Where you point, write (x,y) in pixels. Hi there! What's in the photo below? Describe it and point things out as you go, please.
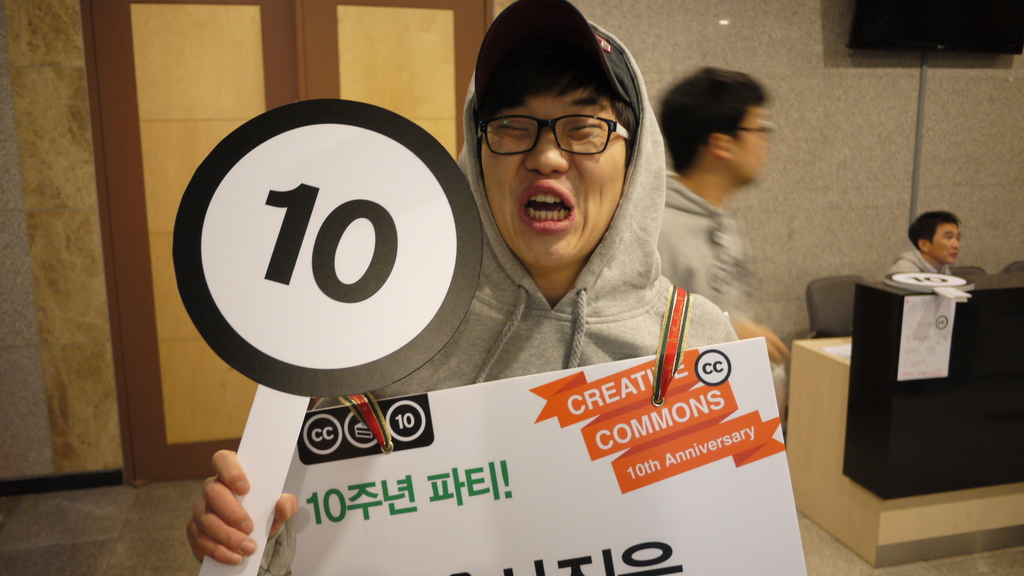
In this image I can see a man (647,300) is shouting by holding the placard (585,419) in his hand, he wore ash color sweater (627,294). On the right side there is a man (930,218) sitting on the chair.
